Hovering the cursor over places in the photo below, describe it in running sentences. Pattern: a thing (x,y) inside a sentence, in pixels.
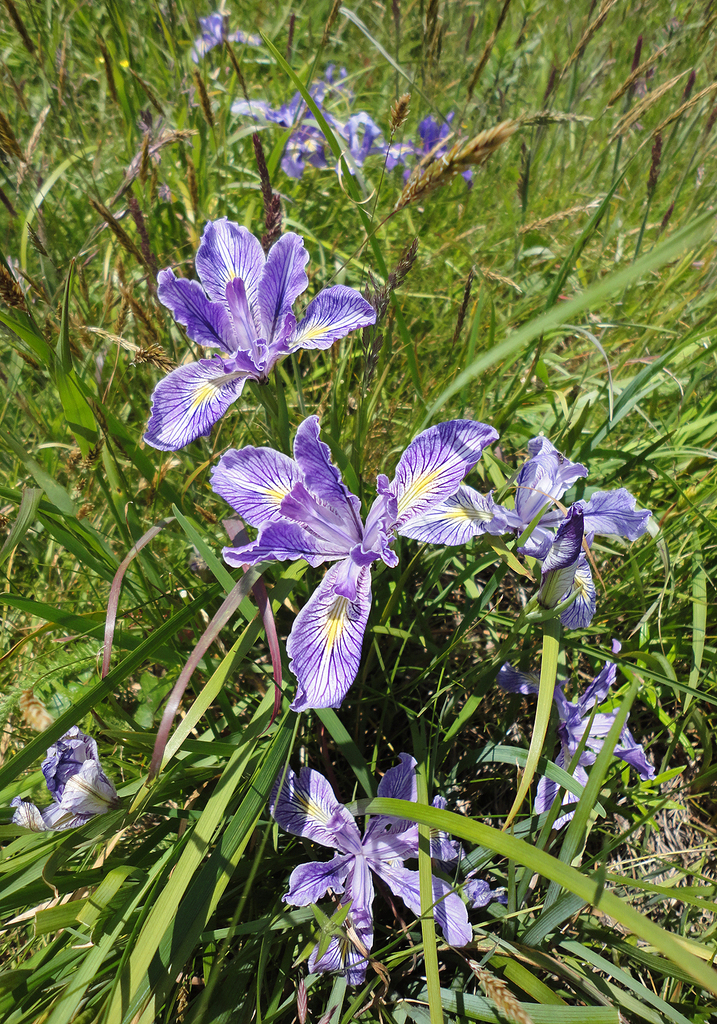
In this image I can see flowers (349,663) in purple and white color and I can see plants (503,739) in green color.
